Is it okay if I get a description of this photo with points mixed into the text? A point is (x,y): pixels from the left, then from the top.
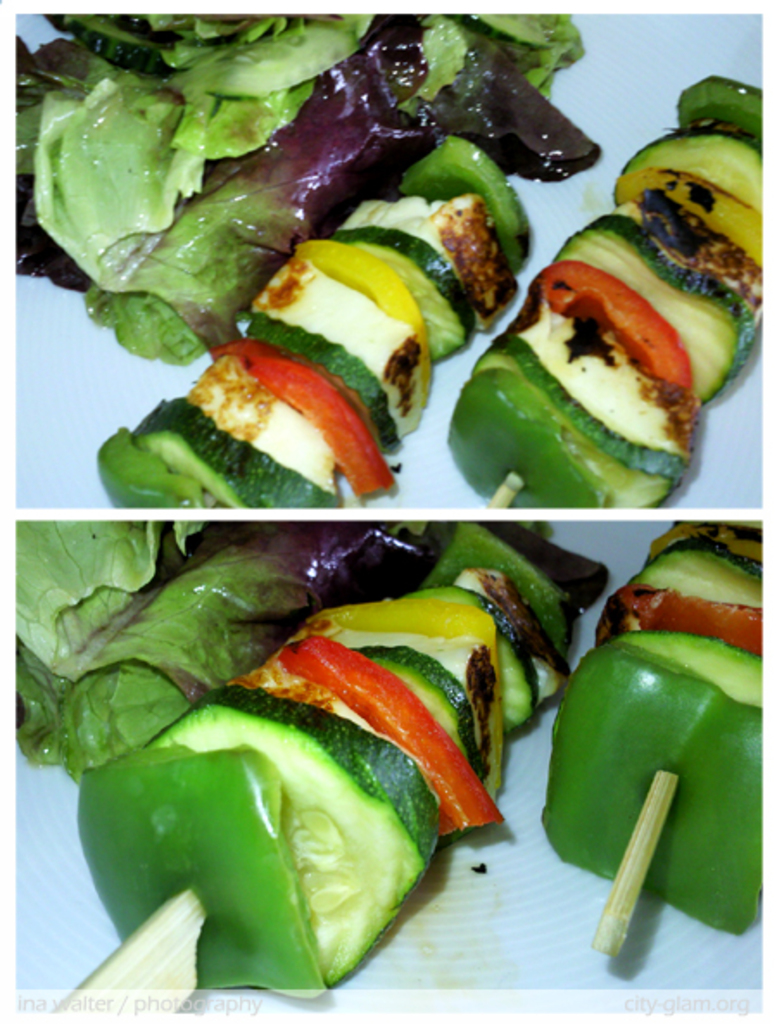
In this image we can see a collage of a picture in which group of food items (387,684) is placed on a stick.
